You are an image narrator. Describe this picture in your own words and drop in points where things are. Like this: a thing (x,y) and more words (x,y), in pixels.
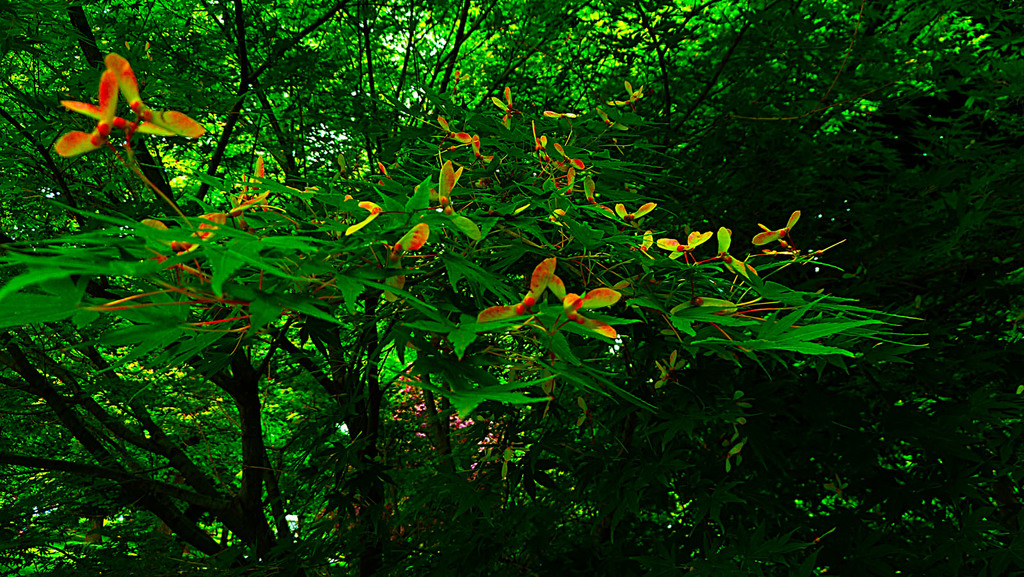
In this image I can see some buds (484,312) to the trees (441,264) which are in red color. In the back (297,92) I can see many trees (330,43).
